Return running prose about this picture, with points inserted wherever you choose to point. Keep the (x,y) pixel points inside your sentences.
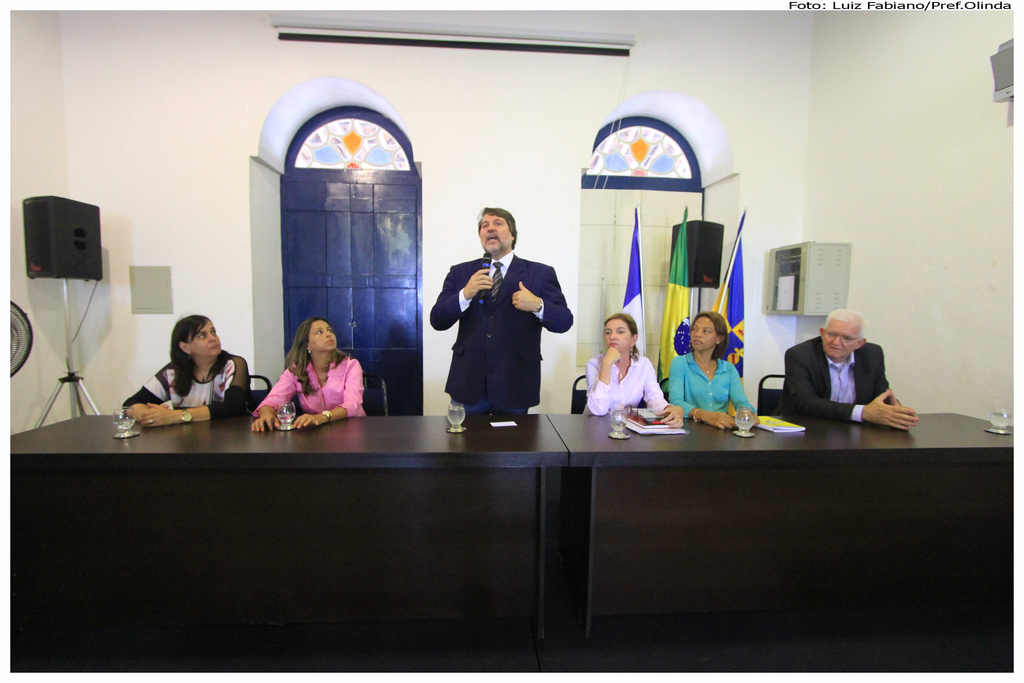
In this picture we can see five persons (687,364) are sitting on the chairs (582,408). And this is the table (433,458). On the table (174,423) there are some glasses (459,413). Even we can see a person (507,268) who is standing and talking on the mike (488,278). He is in blue color suit (509,352). On the background (282,142) there is a wall (472,120) and this is the door (370,238). Here we can see three flags (672,301).
